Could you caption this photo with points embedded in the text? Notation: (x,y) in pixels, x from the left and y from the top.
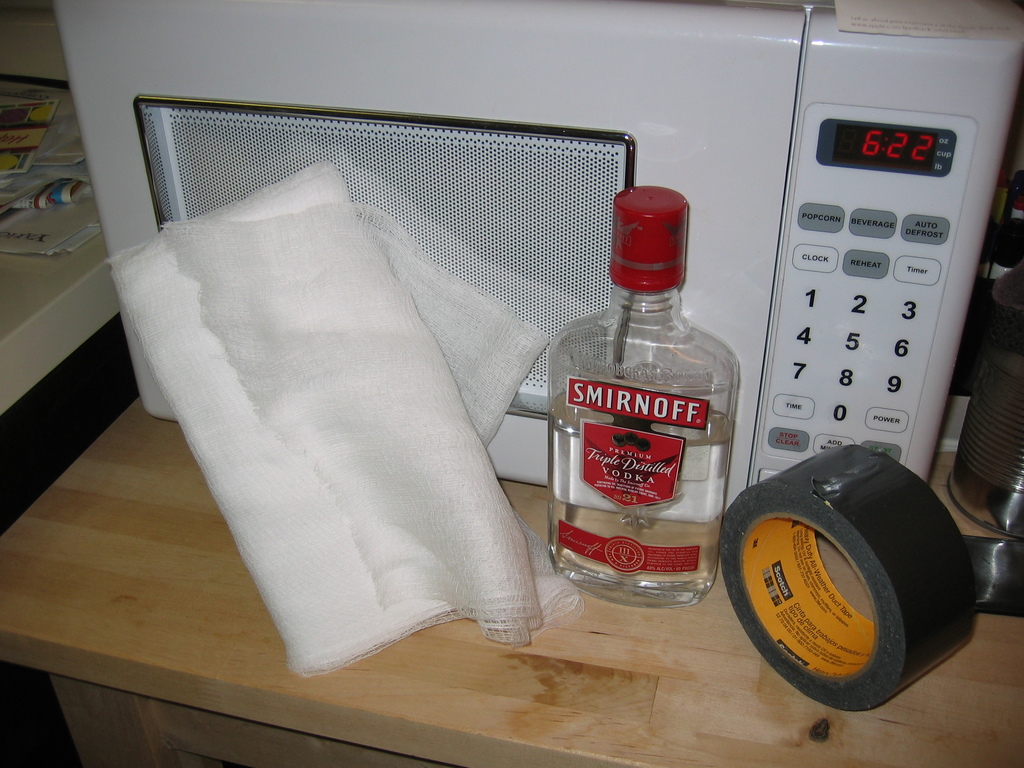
In this picture we see a timer (864,167), a bottle (668,280) and cotton (182,319) over here at the right side (969,575) bottom tape (866,452).
